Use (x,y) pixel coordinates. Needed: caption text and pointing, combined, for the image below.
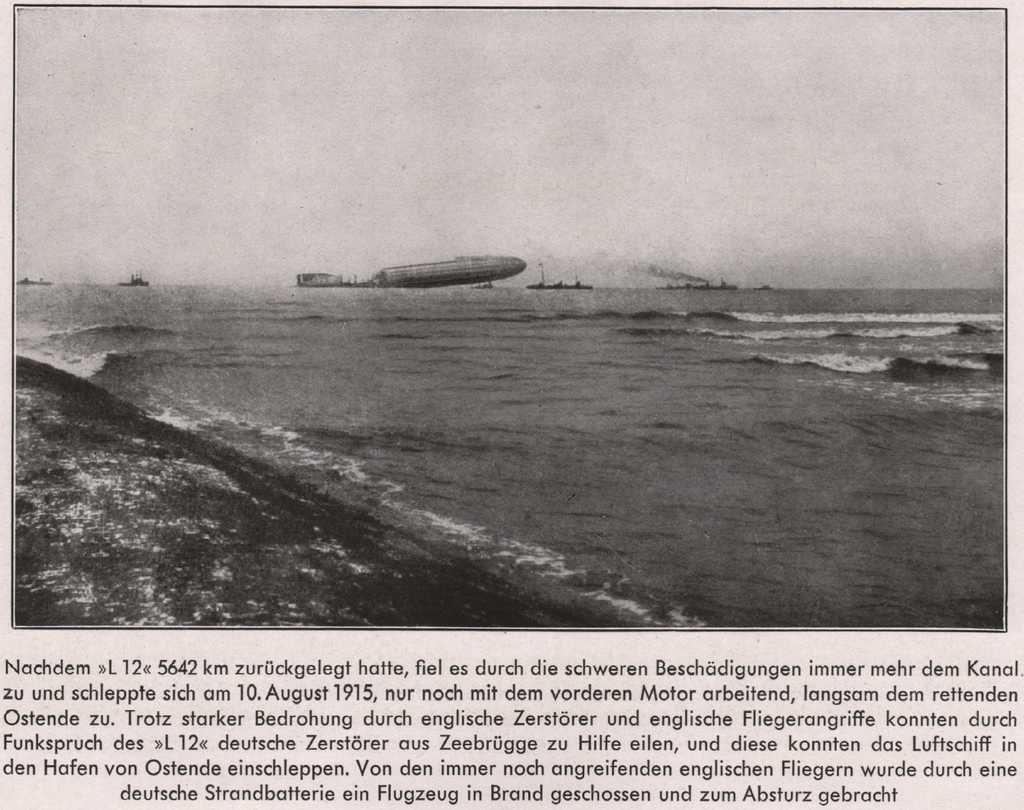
In this image we can see ships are floating on the water (447,348) and can see the sky (429,149). Here we can see some edited text (832,795) at the bottom of the image (279,767).
